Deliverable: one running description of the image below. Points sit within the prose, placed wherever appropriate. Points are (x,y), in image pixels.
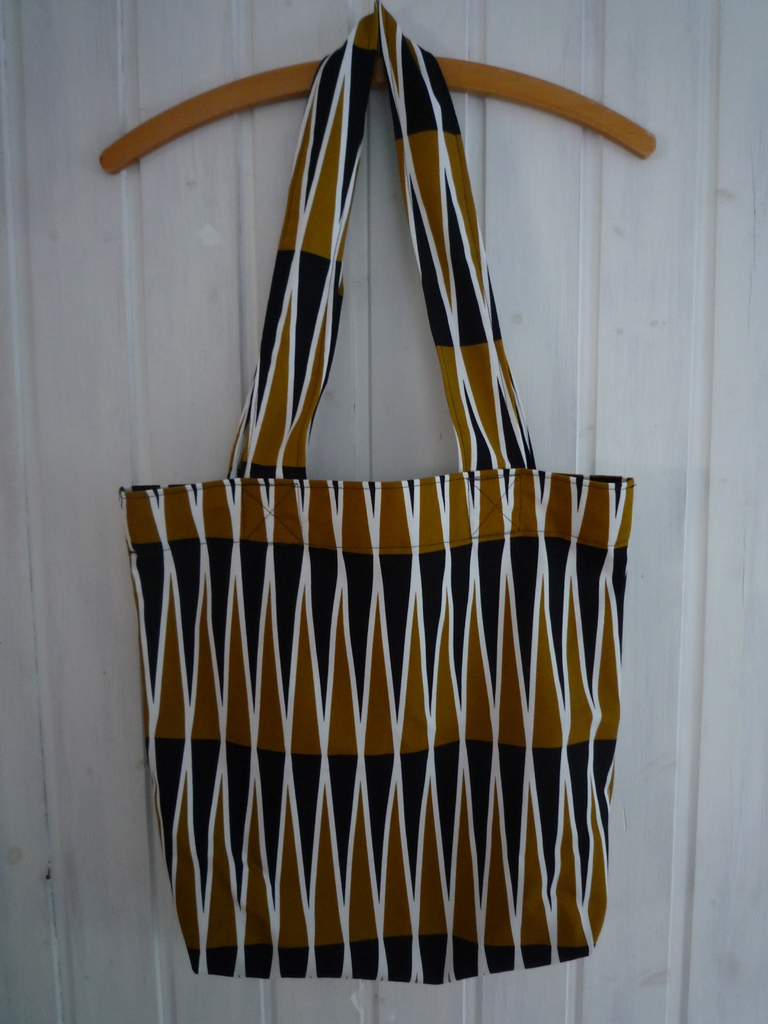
In this picture there is a bag (390,583) which is hanged to the hanger (650,138). In the background (676,398) there is a wall (84,678).
